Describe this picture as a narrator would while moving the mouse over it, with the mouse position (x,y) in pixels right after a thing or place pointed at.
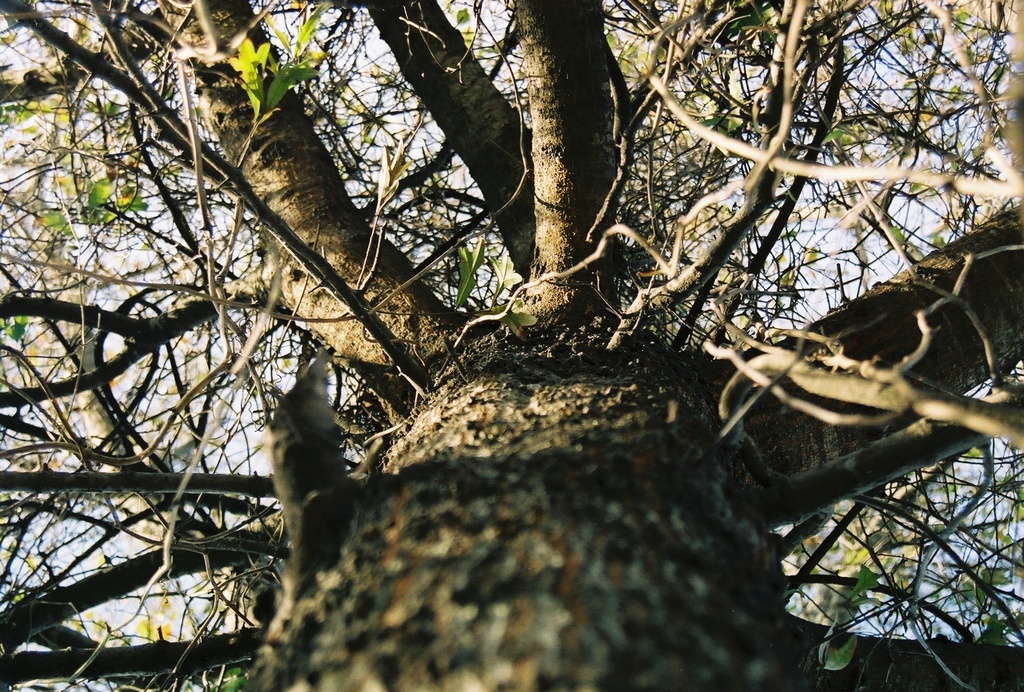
In this picture we can see a big tree (402,301).
